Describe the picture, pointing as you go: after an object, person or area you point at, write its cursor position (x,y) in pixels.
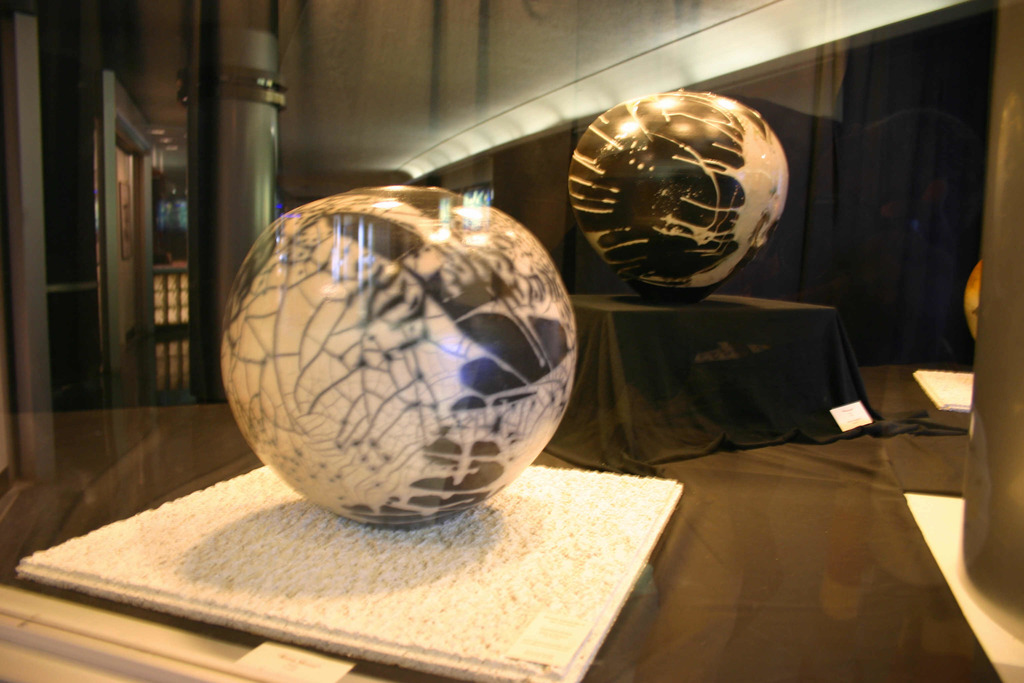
At the bottom of the image (808,462) there is a table (647,552) and we can see decors (618,266), cloth (670,412) and a box (761,393) placed on the table (777,560). In the background (253,205) there is a pillar (248,225), door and a wall (363,106).
